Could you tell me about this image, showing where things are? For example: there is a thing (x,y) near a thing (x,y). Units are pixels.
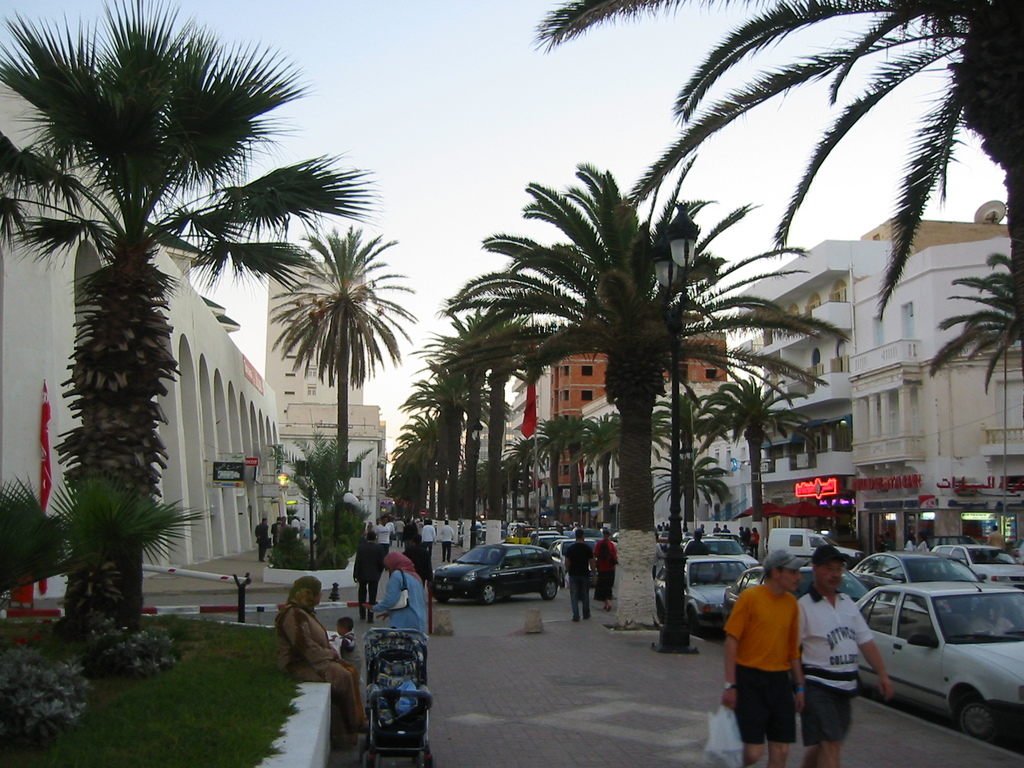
In the image we can see there are many people (828,613) around, they are wearing clothes (752,629) and some of them are wearing a cap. Even there are many vehicles (912,586), this is a footpath (531,671), grass (183,679), plant (71,571), tree (460,431), buildings (859,433), light pole (673,456) and sky (455,162).
